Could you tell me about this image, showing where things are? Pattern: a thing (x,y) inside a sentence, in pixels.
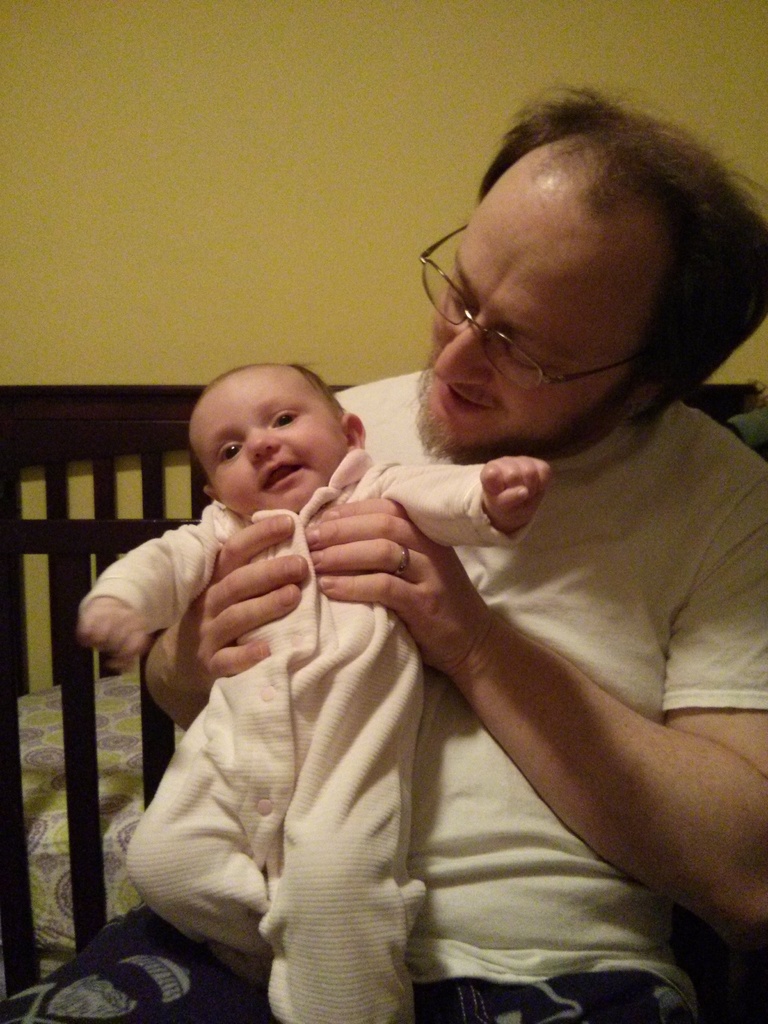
Here I can see a man (597,669) wearing white color t-shirt (612,663), sitting on the sofa (752,972) and carrying a baby (289,666) in the hand (284,570) and looking at this baby (263,496). In the background (145,146) I can see the wall (247,210).
